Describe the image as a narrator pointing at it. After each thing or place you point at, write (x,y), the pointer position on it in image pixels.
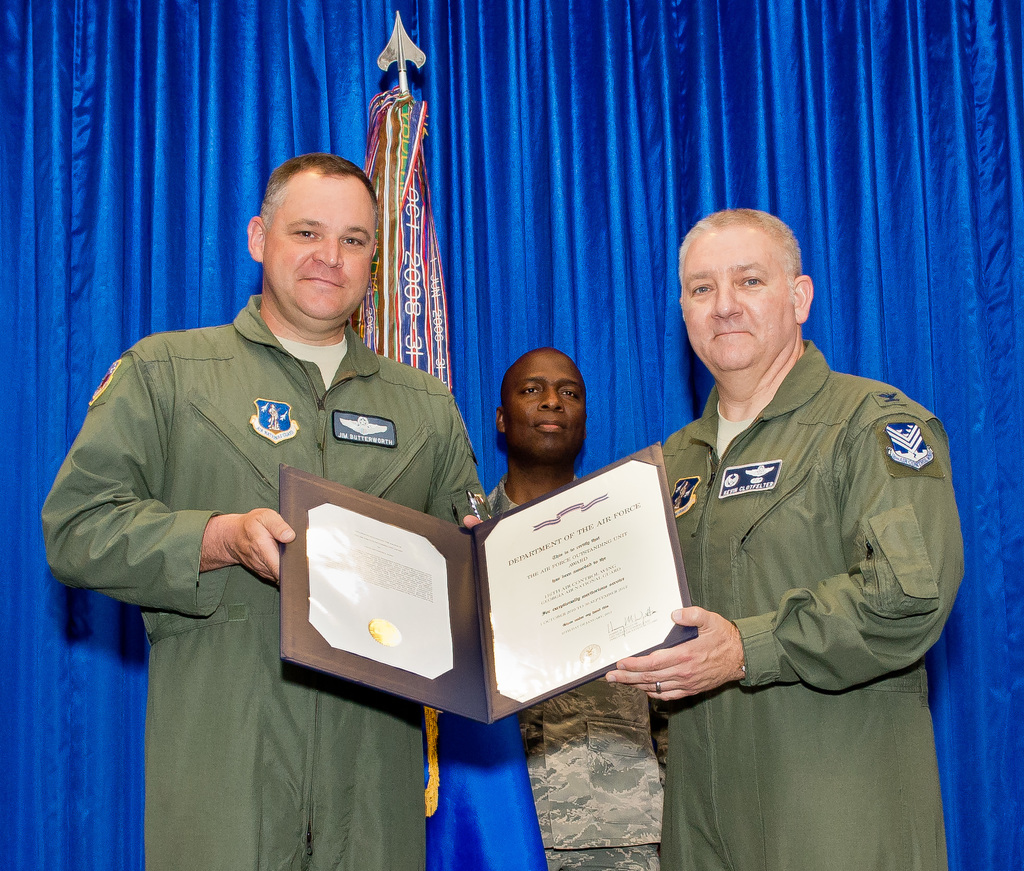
In this picture I can see couple of men (727,377) standing and looks like they are holding a certificate (497,565) and I can see another man (551,416) standing in the back (541,406) and I can see flag (394,229) and a blue color cloth (763,167) in the background (862,133).
